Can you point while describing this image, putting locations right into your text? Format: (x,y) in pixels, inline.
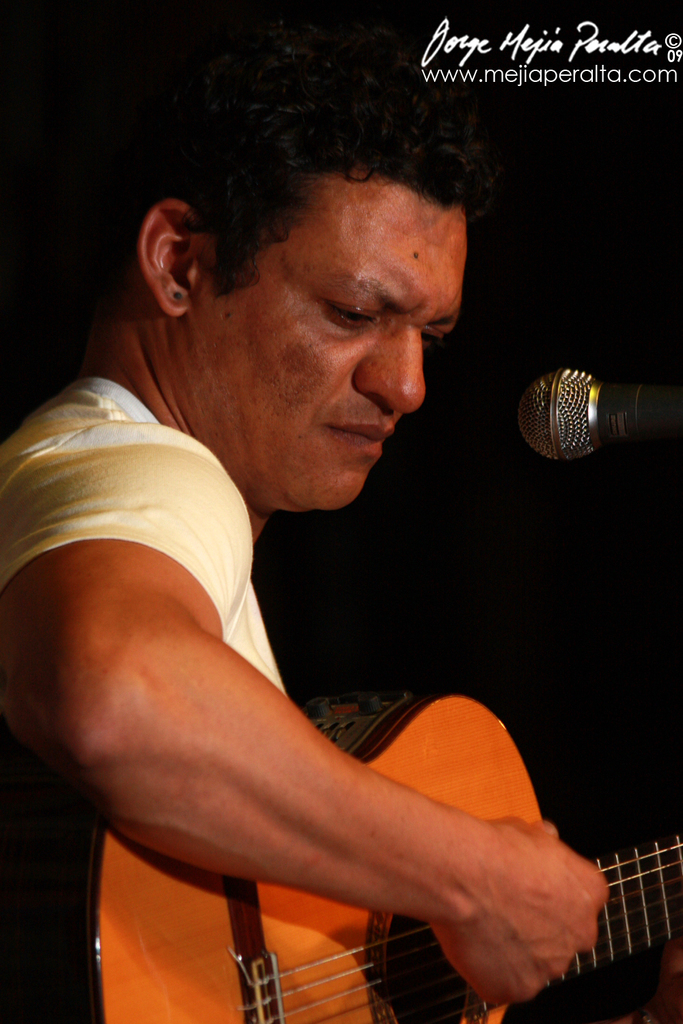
In this image I can see a man (389,856) playing a guitar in front of a microphone (588,431).
